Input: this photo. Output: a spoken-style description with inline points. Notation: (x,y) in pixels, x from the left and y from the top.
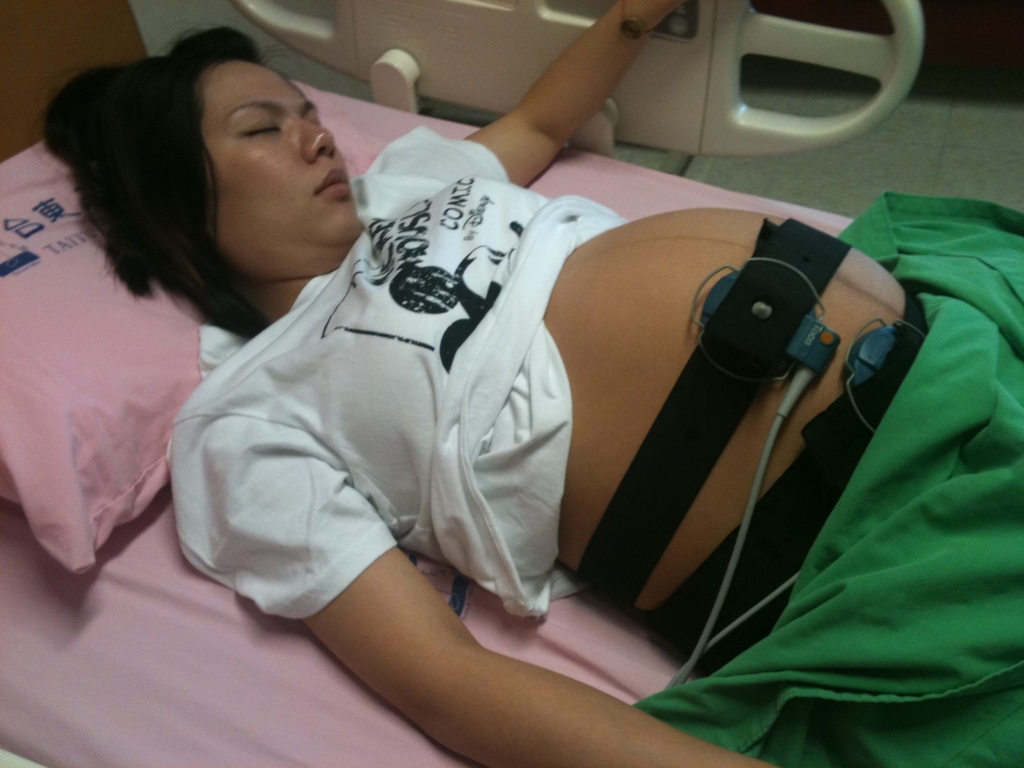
This is an inside view picture of a hospital (1023,198). In this picture we can see a pregnant woman (470,344) wearing a white t-shirt (472,462) and she is sleeping on a bed (80,53). We can see a medical equipment (806,449) around her belly (749,239). We can see a pillow (122,315) and a green blanket (976,577).
